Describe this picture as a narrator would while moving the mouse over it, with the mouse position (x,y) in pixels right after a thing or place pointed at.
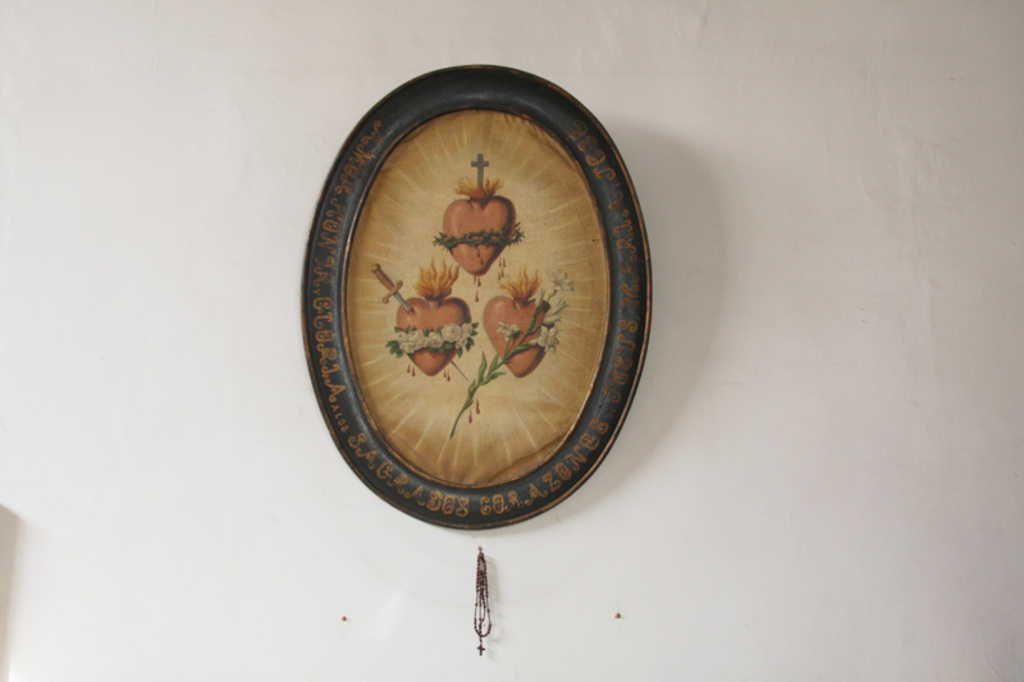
In the middle of the image (512,329) we can see a frame (455,493) and a chain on the wall (579,537).
